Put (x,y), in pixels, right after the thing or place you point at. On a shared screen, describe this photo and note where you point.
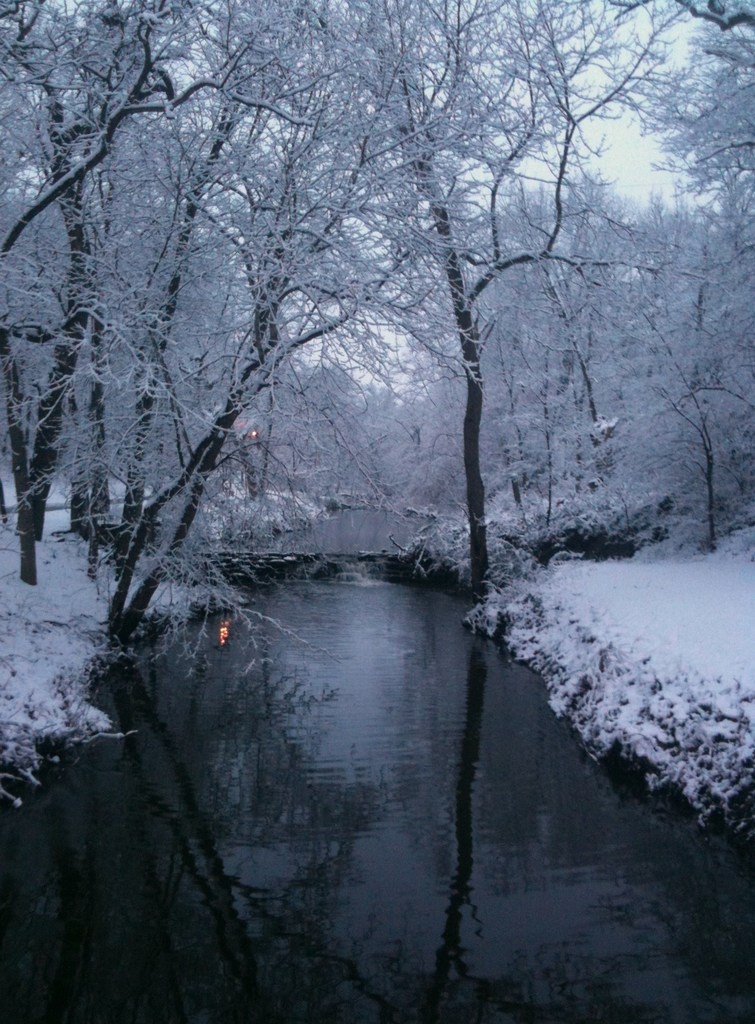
In this image we can see snow (287,263) on the trees (184,271) and plants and in the middle (360,602) we can see water (355,610). In the background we can see the sky (313,177).
